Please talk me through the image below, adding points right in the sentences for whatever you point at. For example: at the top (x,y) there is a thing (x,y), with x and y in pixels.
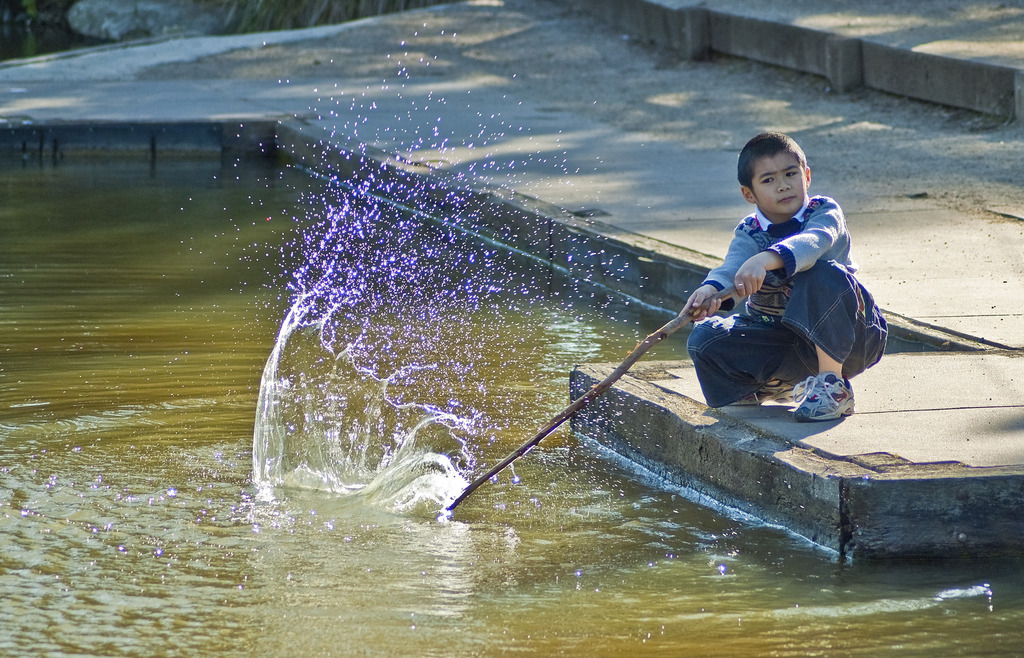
On the right side of the image (789,260) we can see a boy (783,332), he is holding a stick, in front of him we can see water (458,372).
